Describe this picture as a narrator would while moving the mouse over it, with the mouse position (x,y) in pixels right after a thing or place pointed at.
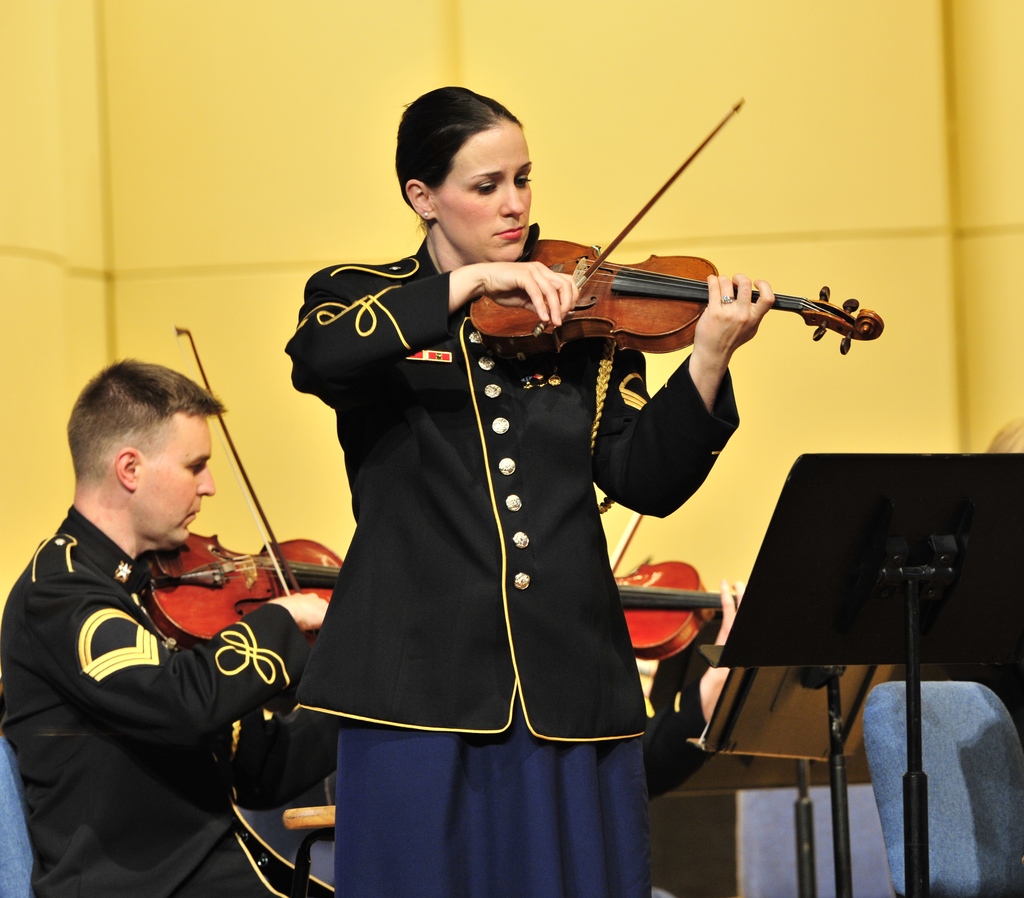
In this image, there are two persons (78,652) wearing clothes (78,655). The person (346,456) who is in the center of the image (446,386) standing and playing a violin (619,297). The person (92,756) who is in the bottom left of the image (154,696) sitting and playing a violin (211,624). There is a stand (910,607) in the bottom right of the image (816,641).
